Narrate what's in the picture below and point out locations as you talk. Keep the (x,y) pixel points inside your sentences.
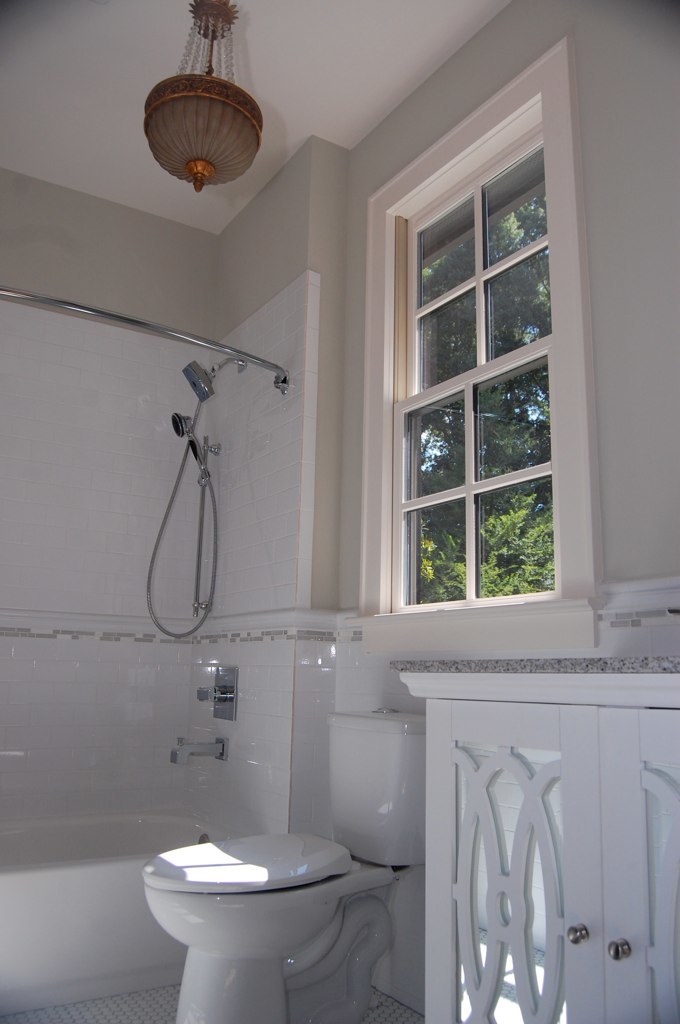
In this image I can see a toilet sink (263,879). On the right (521,810) there is a cupboard (579,879). In the background (498,177) I can see a window (521,410).
